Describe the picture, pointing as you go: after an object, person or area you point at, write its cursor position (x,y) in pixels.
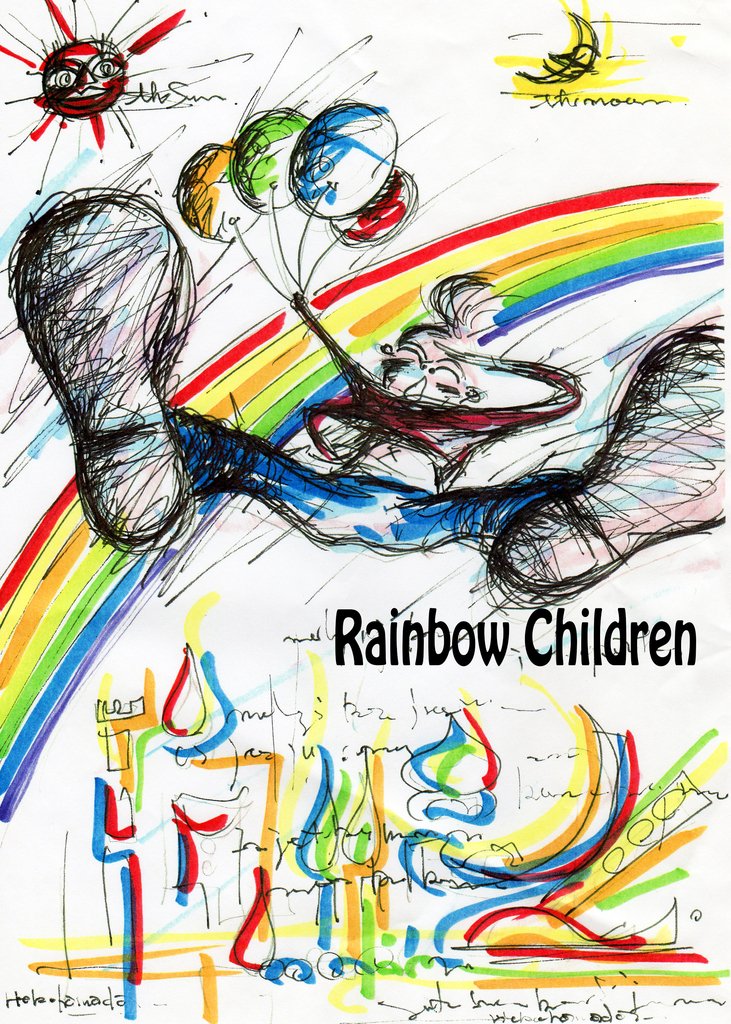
In this image we can see an advertisement (279,731).
